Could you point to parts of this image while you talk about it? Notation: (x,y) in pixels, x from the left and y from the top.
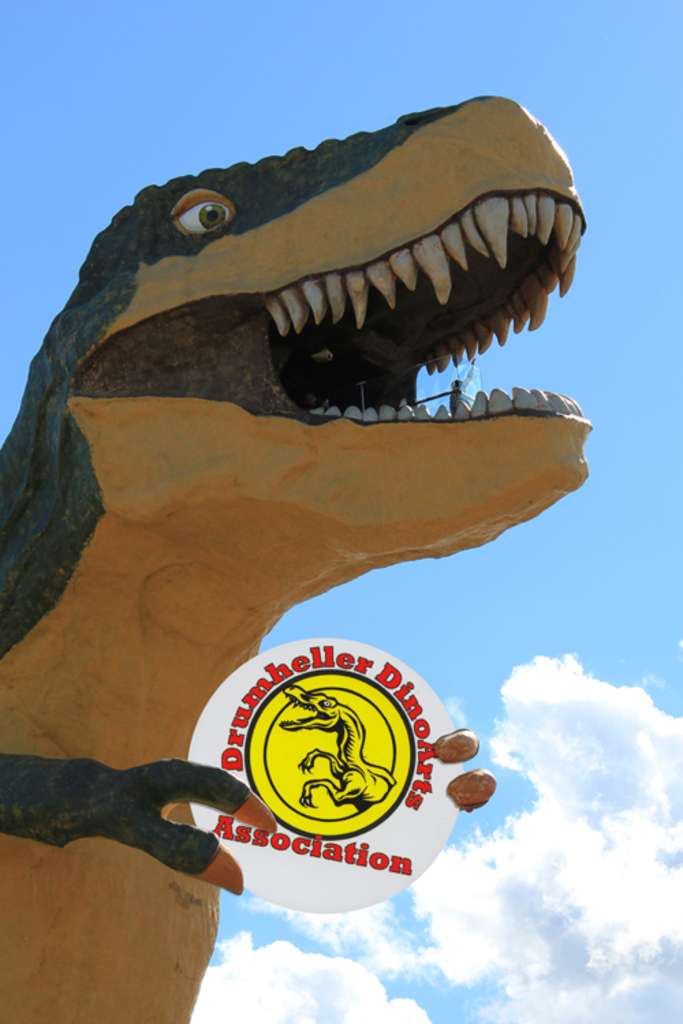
In this image there is a sculpture (136,625) of a dinosaur (114,737). There is a board (312,816) in the hands (268,819) of the dinosaur (87,940). There are text (240,744) and a picture (340,822) on the board (351,752). In the background (483,593) there is the sky (585,97).
